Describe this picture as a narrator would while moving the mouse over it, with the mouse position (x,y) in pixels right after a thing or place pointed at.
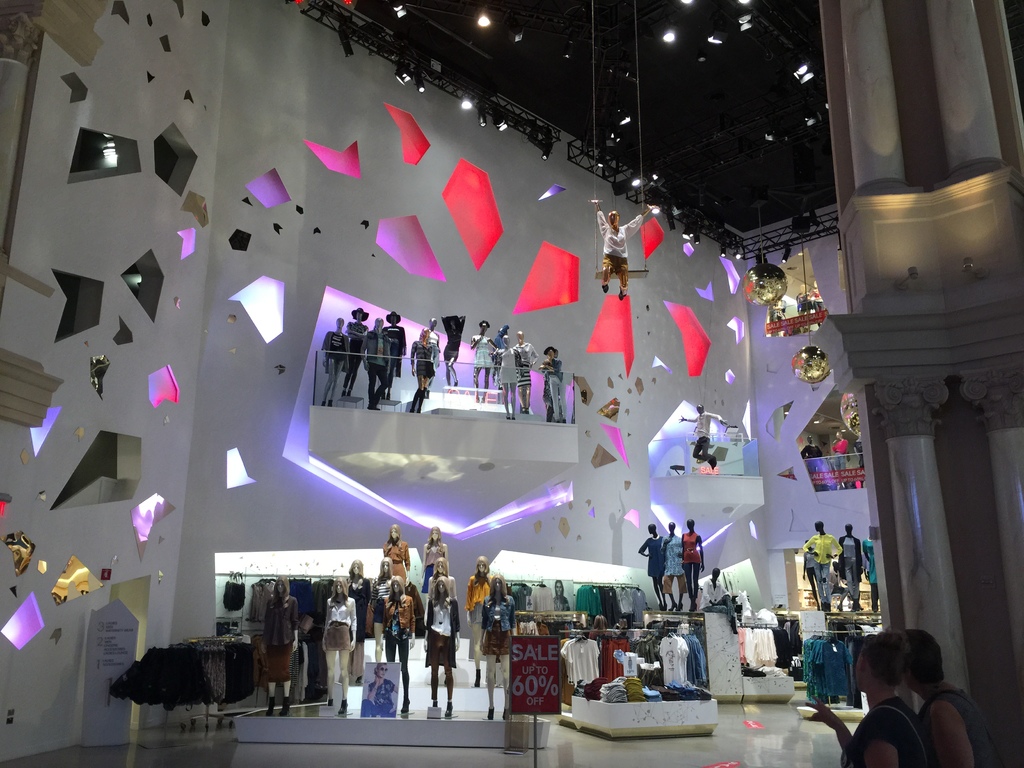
In this image, there is an inside view of a building (760,105). There are display models (503,618) at the bottom (342,650) and in the middle of the image (342,343) wearing clothes (480,359). There are two persons (880,704) in the bottom right of the image (871,688) wearing clothes (890,716). There is a pillar (906,389) on the right side of the image (935,320). There are some lights (518,29) at the top of the image (399,76).
